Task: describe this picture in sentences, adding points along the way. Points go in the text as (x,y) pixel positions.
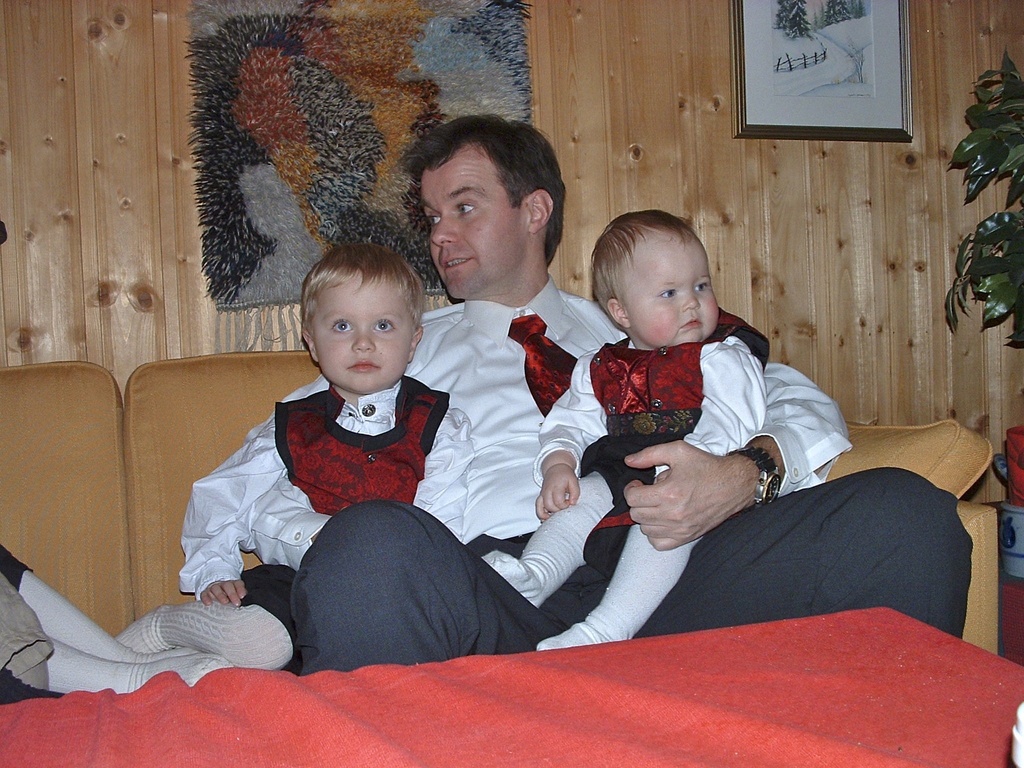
In this picture there is a man (536,308) who is sitting on the couch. He is holding two children (713,416) who are wearing red and white dress (645,386). On the bottom (251,737) we can see the table (394,756) which is covered by red cloth (681,726). On the right (970,244) there is a plant (979,262) near to the wooden wall (941,241). On the top right (876,39) there is a photo frame (867,28). Here we can see some buckets (1011,510). On the top left (286,51) we can see carpet (274,94) in the wall (124,78).
